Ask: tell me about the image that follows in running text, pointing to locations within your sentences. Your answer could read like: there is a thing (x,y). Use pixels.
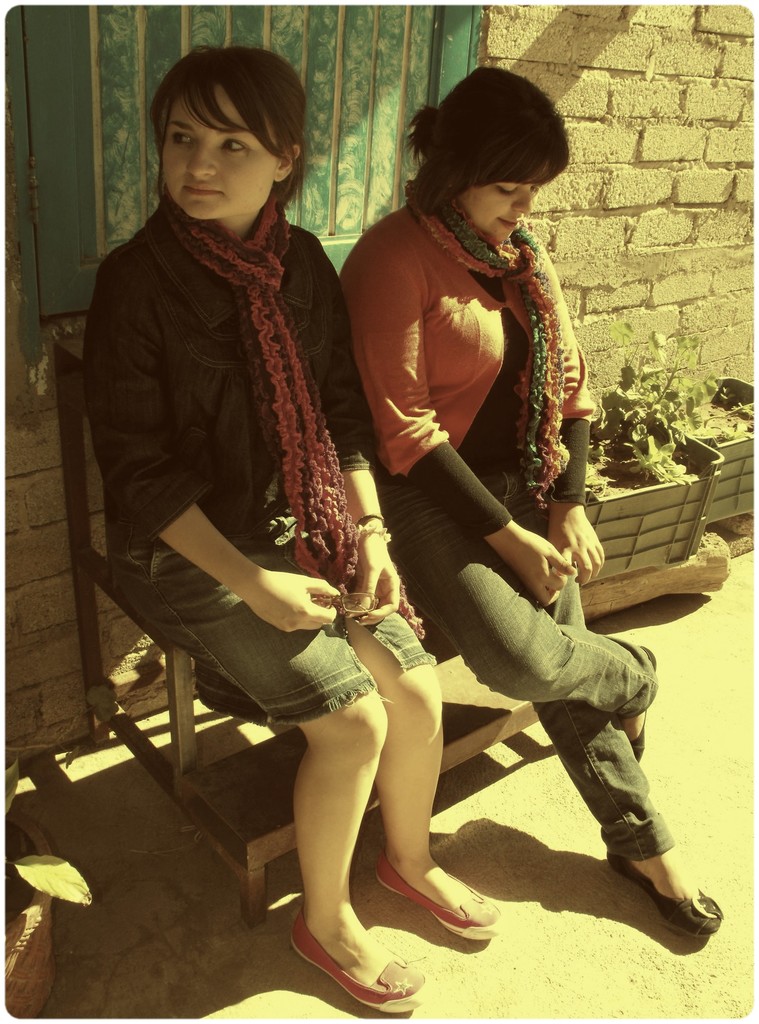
In the image we can see two women (435,395) wearing clothes (436,485) and they are sitting on the bench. Here we can see plant pot (658,496), brick wall (651,281), leaves (44,874) and the footpath (567,876).
